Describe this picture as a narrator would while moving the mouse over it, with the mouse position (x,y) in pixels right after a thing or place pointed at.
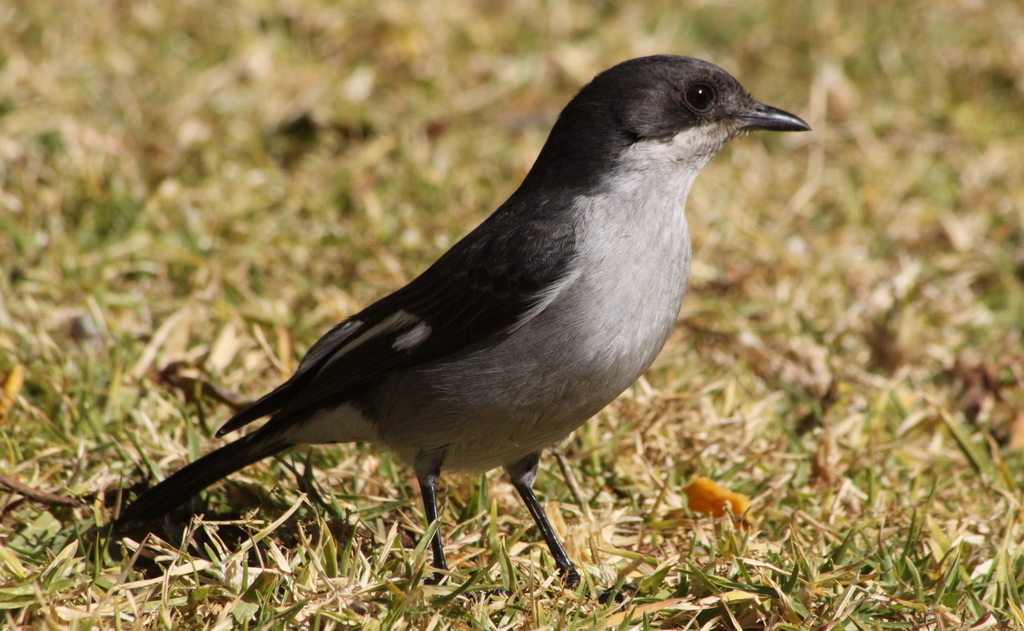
In front of the image there is a bird (627,317). At the bottom of the image (650,531) there is grass (853,309) on the surface (903,279).
